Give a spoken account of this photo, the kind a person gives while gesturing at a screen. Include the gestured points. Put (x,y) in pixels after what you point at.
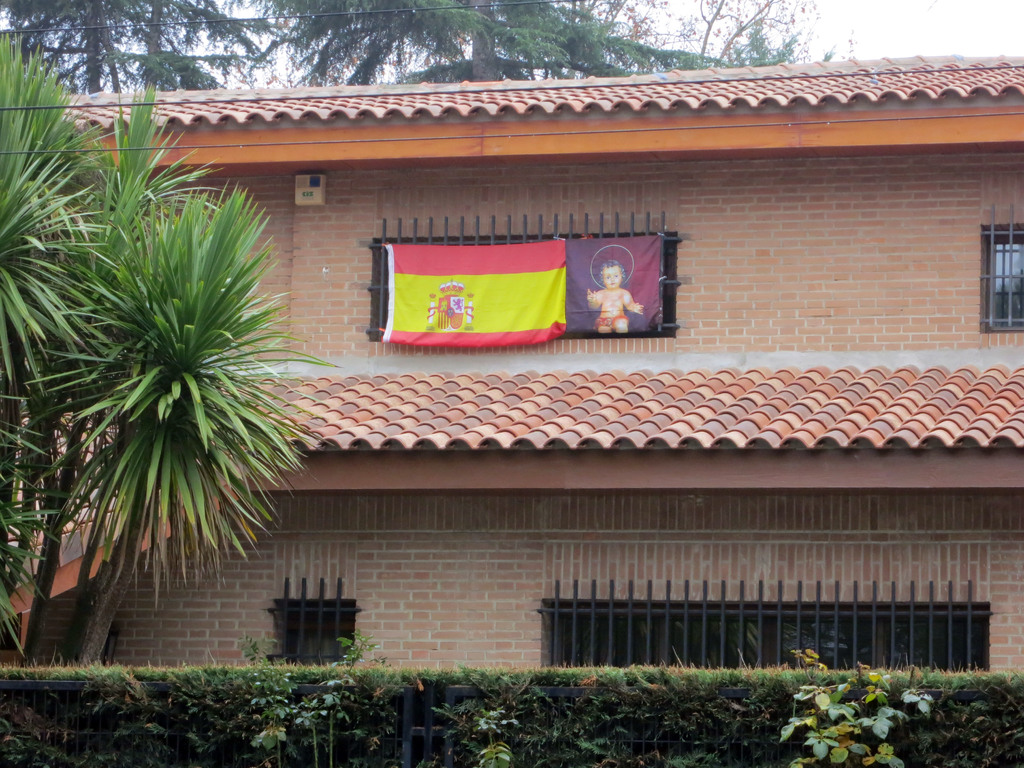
In this image we can see a building (479,453). Bottom of the image (843,744) plants (603,735) are there. Left and top of the image (136,102) trees (172,47) are present.
